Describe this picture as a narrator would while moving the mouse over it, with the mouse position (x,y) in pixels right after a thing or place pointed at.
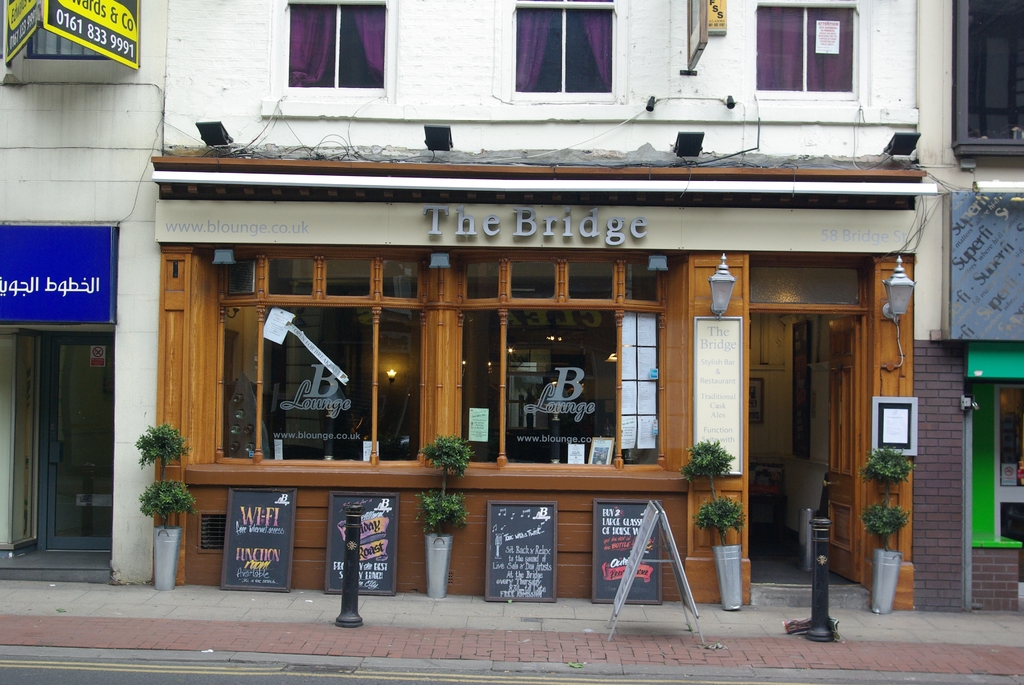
In this picture there is a building (550,287) and there are plants (881,514) and boards (512,511) and there is text (377,574) on the boards (556,565) and there are lights (720,309) and there is a board (909,402) on the wall (928,401) and there is text (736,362) on the wall (569,246) and there are lights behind the mirror (395,341) inside the room (474,336). At the top (597,34) there are curtains (302,44) behind the windows (373,73) and there are boards (133,37). At the bottom (554,630) there is a footpath (493,637).
